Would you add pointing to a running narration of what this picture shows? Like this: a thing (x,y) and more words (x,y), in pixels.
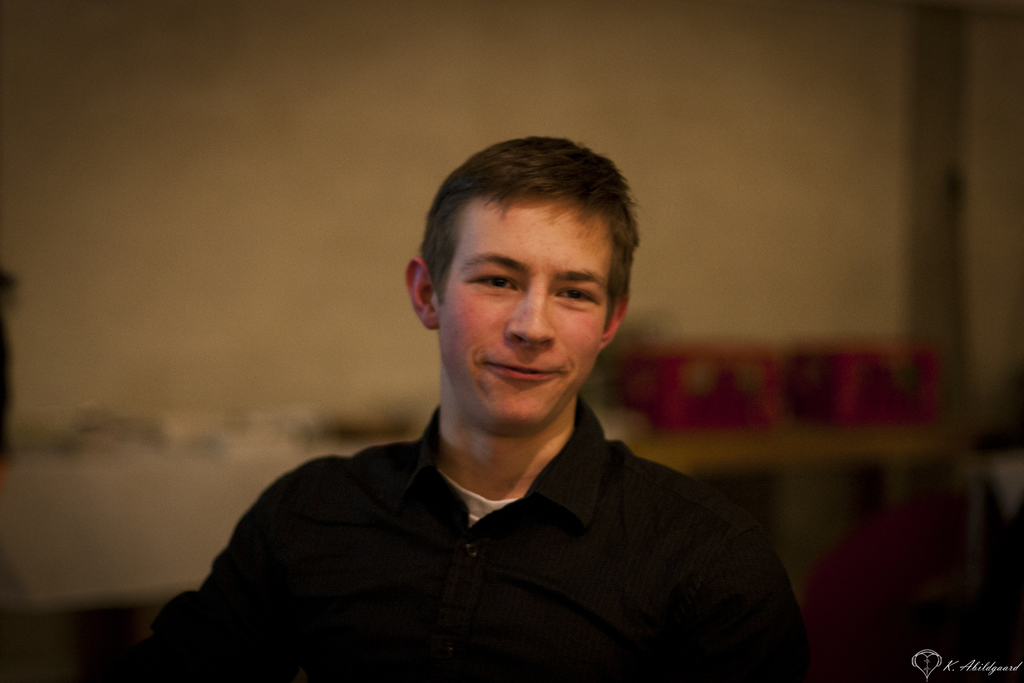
In this picture I can see a man (466,447) in front (316,568), who is wearing black color shirt (413,566) and I can see the watermark (926,663) on the right bottom corner of this image (975,671). I see that it is blurred in the background (841,240).
